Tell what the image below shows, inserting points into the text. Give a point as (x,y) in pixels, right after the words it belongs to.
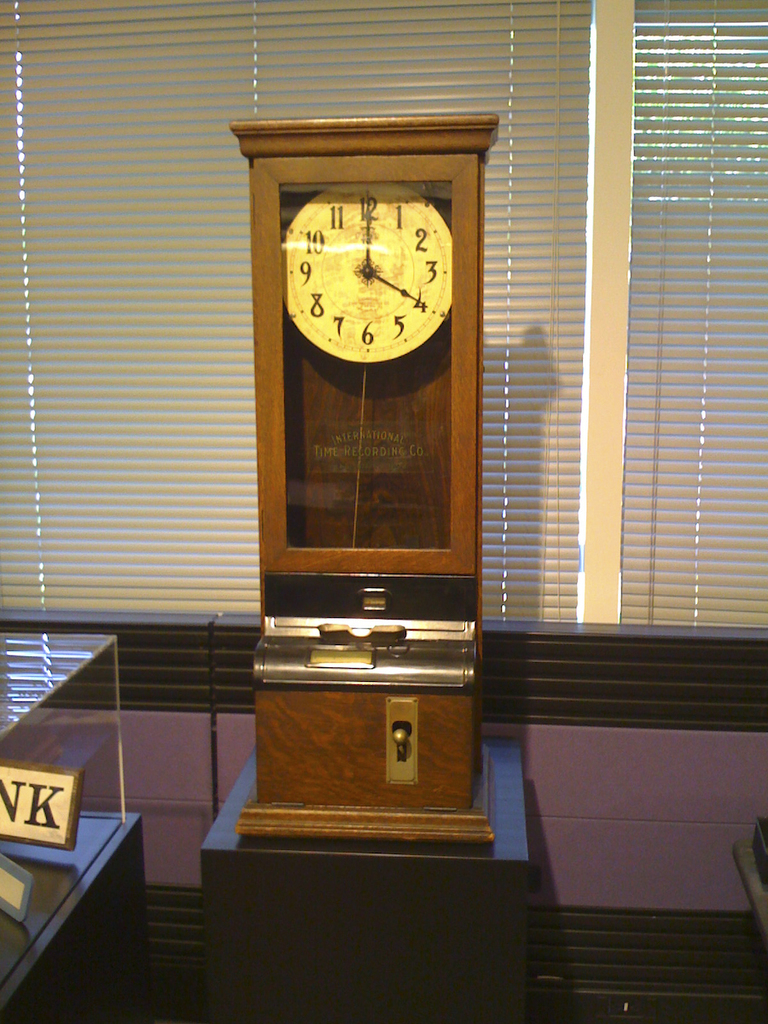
In this picture I can observe a clock (331,307) in the middle of the picture (331,418). In the background (115,527) I can observe window blinds (111,356).
